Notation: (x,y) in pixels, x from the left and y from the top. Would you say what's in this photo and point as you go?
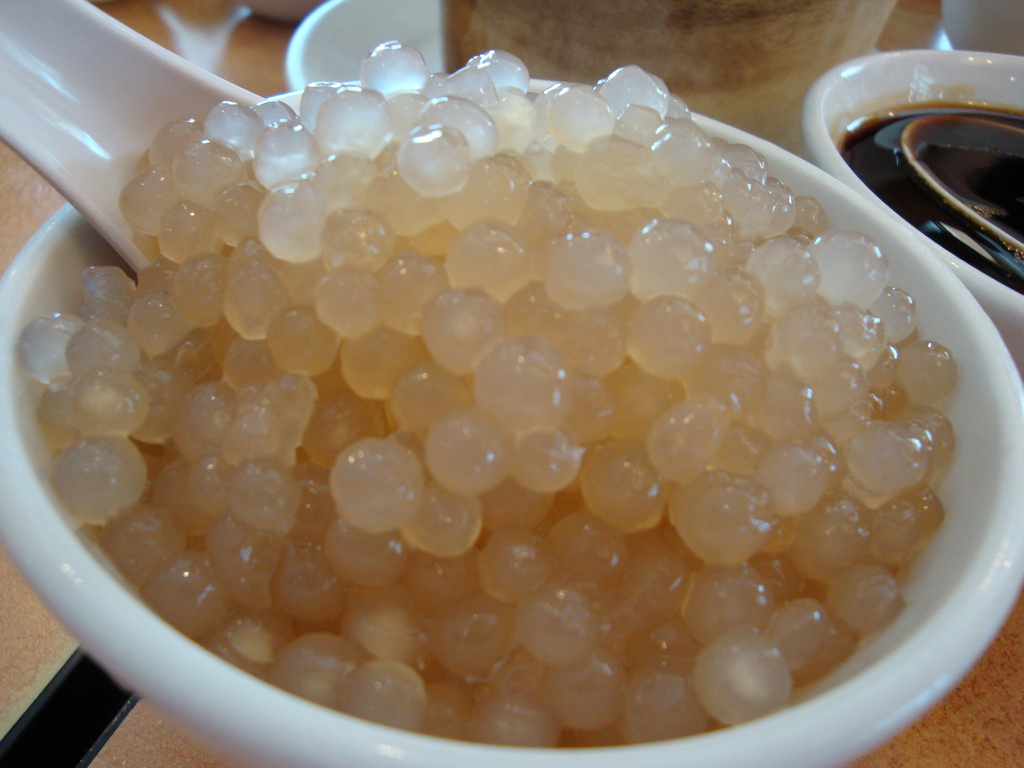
In the center of this picture (566,364) we can see a white color bowl (29,285) containing some food item (539,360) which seems to be a sago (490,272) and a white color object (107,106) which seems to be the spoon (97,87). In the background (832,93) we can see some other objects (903,142) and some food items (878,138) and the wooden object (236,47) seems to be the table (250,52).
